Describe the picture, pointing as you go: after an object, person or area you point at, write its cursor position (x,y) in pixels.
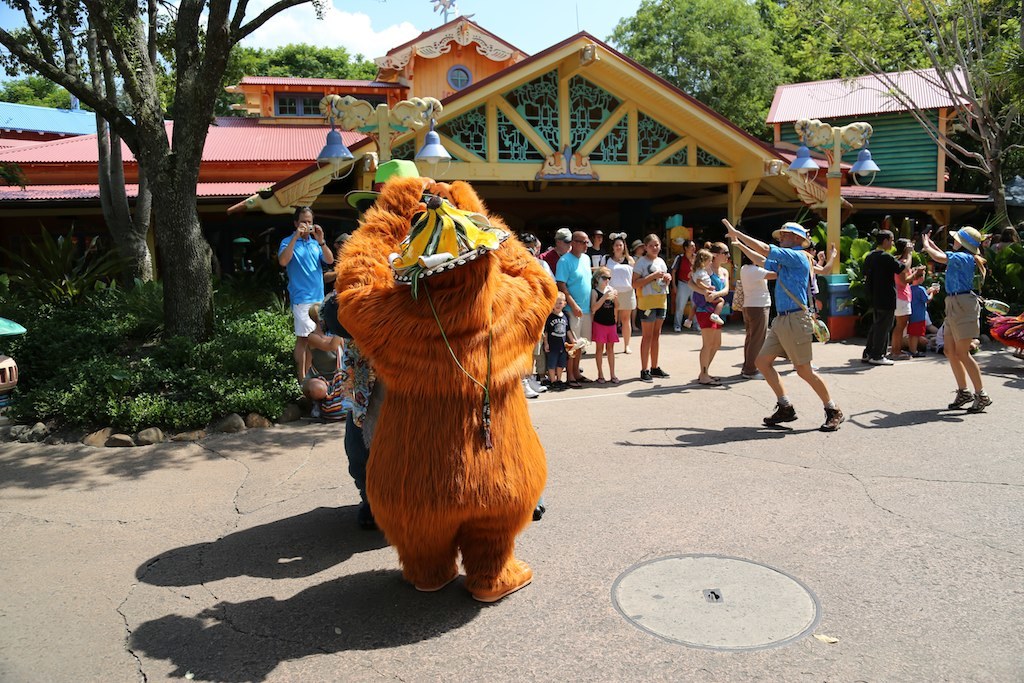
In this picture I can see a mascot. There are group of people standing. I can see buildings (569,77), plants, trees (825,63), and in the background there is the sky (571,5).
